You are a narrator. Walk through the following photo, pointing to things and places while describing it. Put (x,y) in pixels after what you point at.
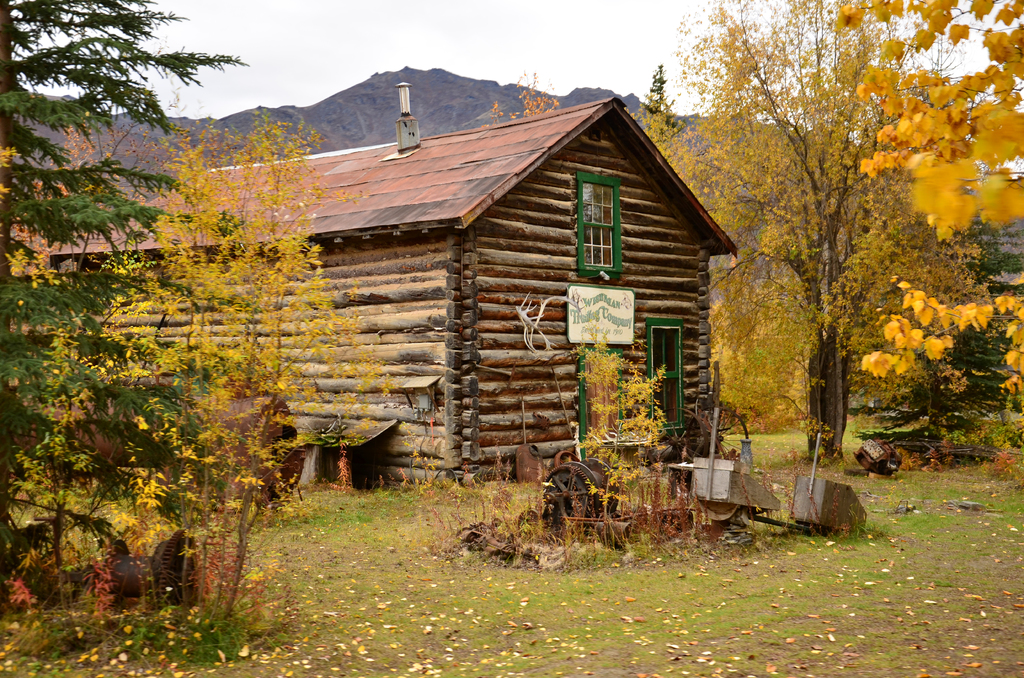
In the middle of the picture (503,343), we see a house (434,359) and beside that, there is a machine (567,511). We even see a white board (593,337) with some text (626,322) written on it is placed on that house (535,374). On either side of the house (517,426), there are trees (828,368). At the bottom of the picture (580,618), we see grass (537,622) and dried leaves (416,665). We see a hill (361,118) in the background (249,129) and at the top of the picture (317,85), we see the sky (215,30).
